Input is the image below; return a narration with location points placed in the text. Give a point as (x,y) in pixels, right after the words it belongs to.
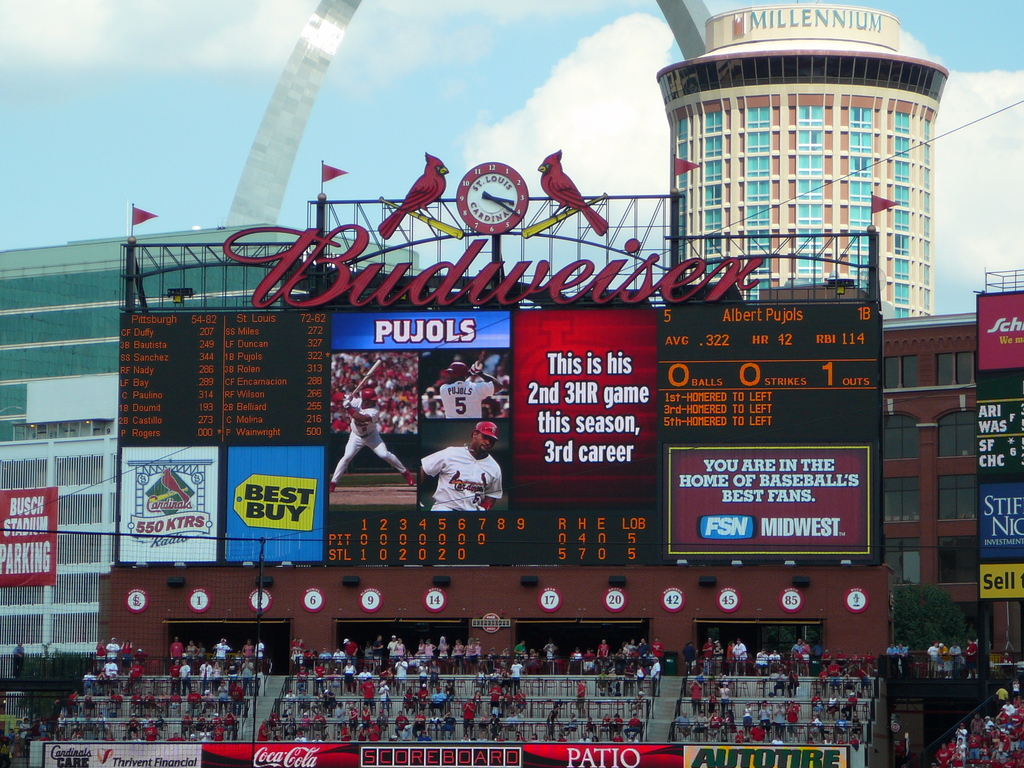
In this image there are digital boards (464,508), screen (398,428), boards (1002,521), trees (931,620), people (385,670), hoardings (385,756), buildings (829,20), cloudy sky (290,216) and objects (142,605).
